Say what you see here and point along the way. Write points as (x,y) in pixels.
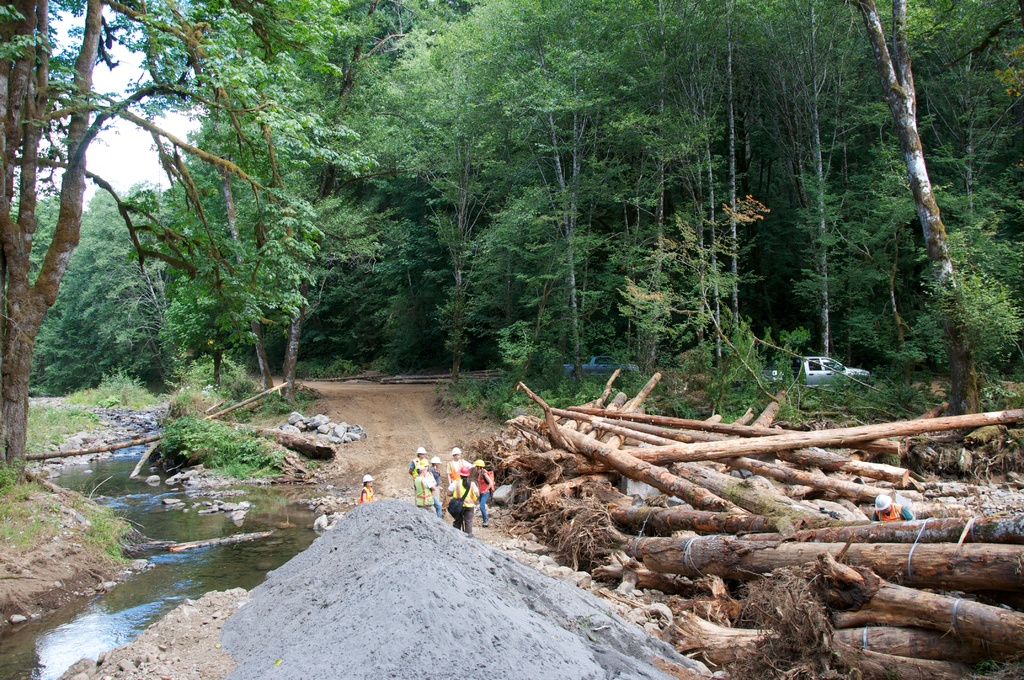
On the right side (767,427) there are wooden logs (689,504). Also there are few people (465,493). On the left side (179,499) there is water (141,506) and stones (167,483). Also there is sand (307,624). In the back (408,408) there is a road (371,424). And there are trees (446,153). Also there are two vehicles (592,360). And the people (492,476) are wearing helmets (479,462). In the background (119,174) there is sky (134,168).
